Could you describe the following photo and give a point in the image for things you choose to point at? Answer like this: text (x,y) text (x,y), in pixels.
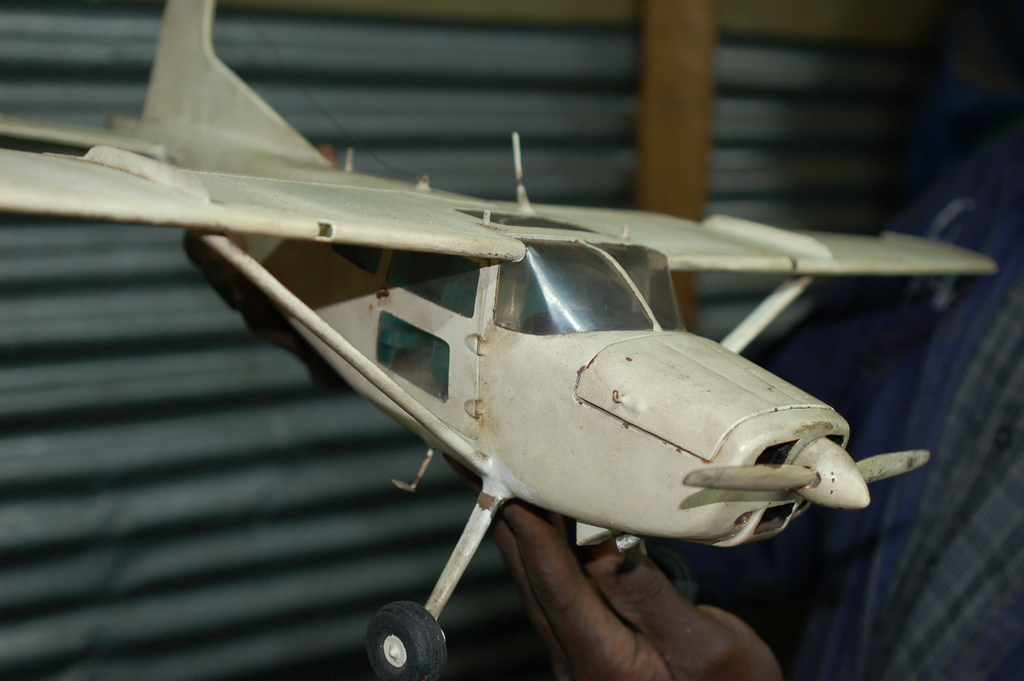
It is an aeroplane toy (548,398) in white color, at the bottom (718,650) there is human hand (553,616) holding this. On the left side (277,413) there is an iron sheet wall (229,410).
